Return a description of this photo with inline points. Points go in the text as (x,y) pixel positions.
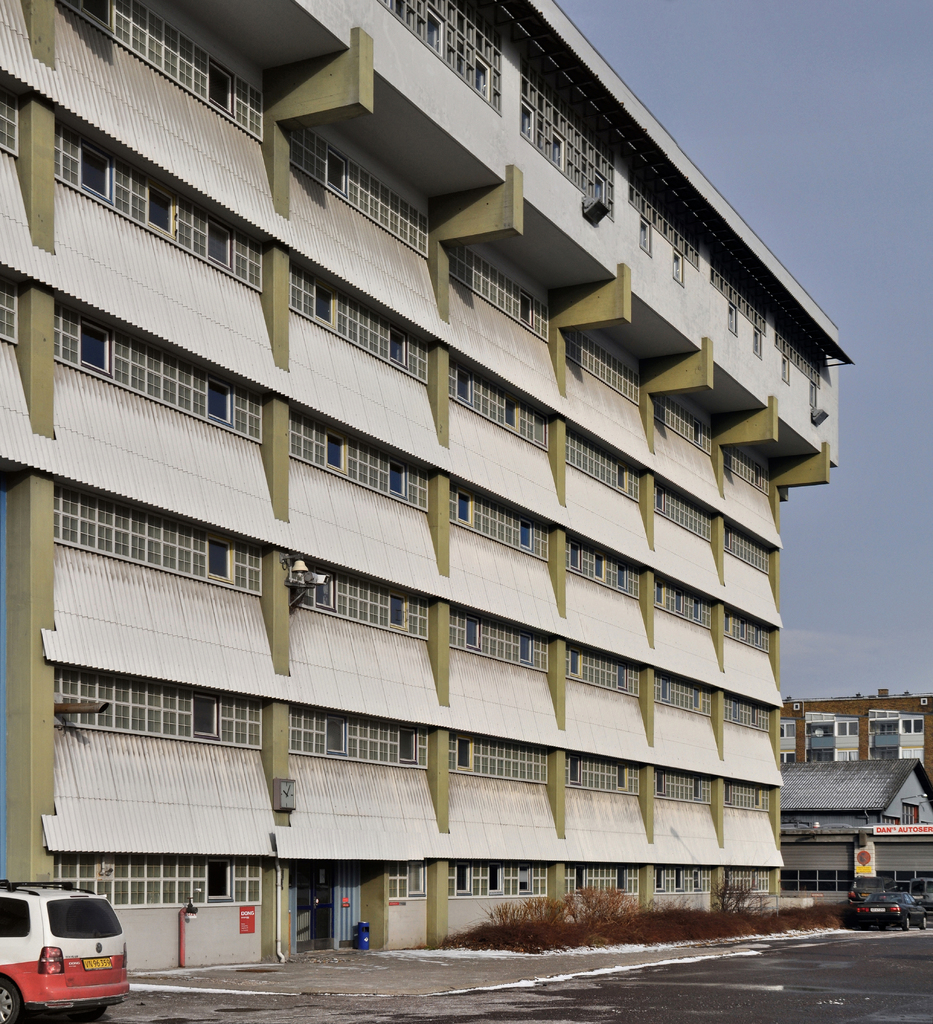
In this picture I can see buildings (783,732) and couple of cars (42,909) and I can see few plants (625,928) and a blue sky (827,160).
